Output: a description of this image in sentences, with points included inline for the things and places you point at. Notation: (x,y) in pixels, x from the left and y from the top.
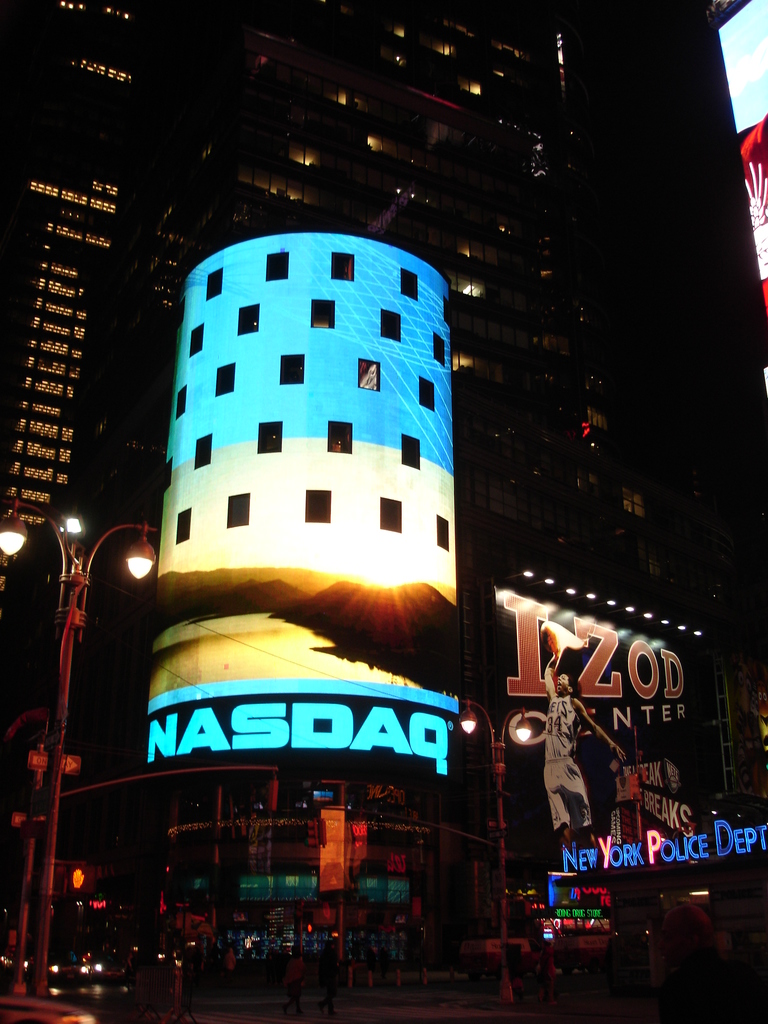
In this picture we can see buildings (388,765) lighted up in the dark. We have vehicles (76,979) on the road (156,1006) & a street light (89,571) on the side of the road (63,986).
